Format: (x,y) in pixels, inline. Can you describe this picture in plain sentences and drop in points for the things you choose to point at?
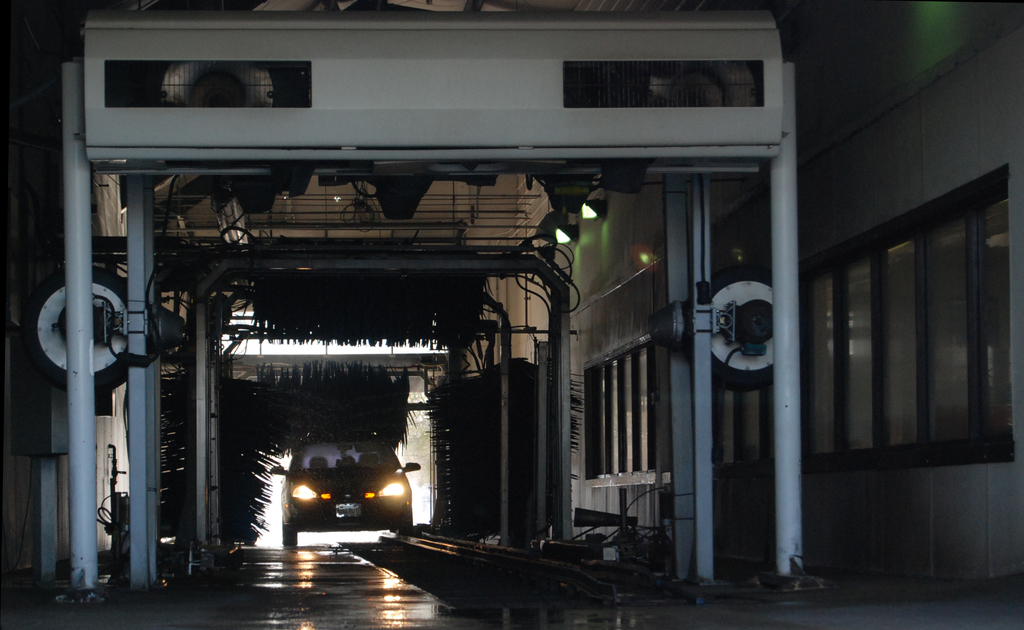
In this image I can see the floor (349,596), some water (337,605) on the floor (238,583), few white colored metal poles (92,580), the wall (888,517), few windows (726,398) and few brushes (237,457) which are black in color. I can see a car (395,492) below the brushes (390,383). I can see few wires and few lights (558,230).
